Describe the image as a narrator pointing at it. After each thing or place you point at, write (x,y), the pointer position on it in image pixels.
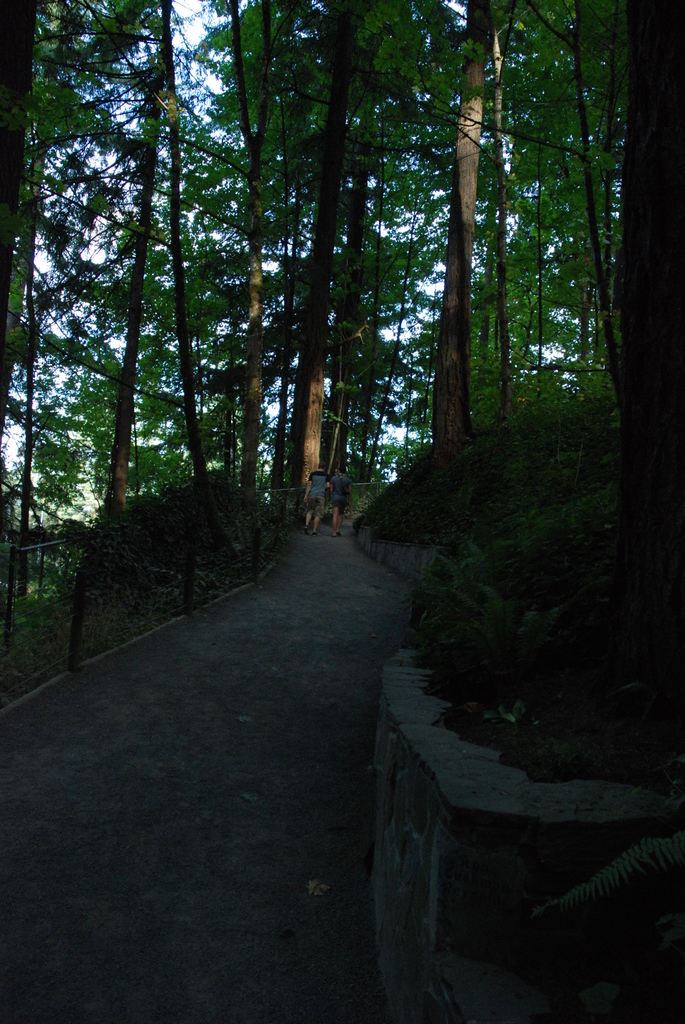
This picture is clicked outside the city. In the center (317,493) we can see the two persons (337,500) seems to be walking on the ground (326,611). In the background (491,334) we can see the trees (206,136), sky (215,138) and plants (80,530).
